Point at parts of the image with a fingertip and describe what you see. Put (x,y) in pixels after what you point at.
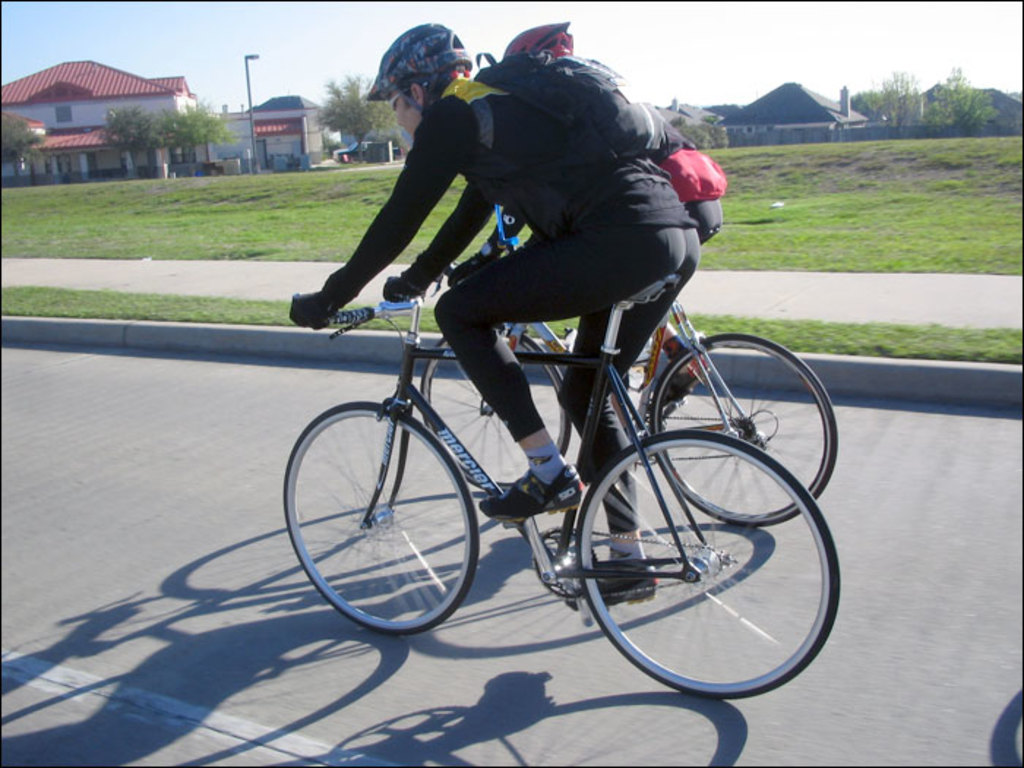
In this image I can see a road (765,505) in the front (527,537) and on it I can see two persons (625,250) are riding bicycles (709,354). I can also see both of them are wearing black color dress (598,187), helmets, gloves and shoes (537,484). I can also see both of them are carrying bags (577,109). In the background (955,223) I can see an open grass ground (807,336), number of buildings (799,100), few trees (4,136), a pole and the sky (383,51). I can also see few shadows (512,554) on the road (841,706).
